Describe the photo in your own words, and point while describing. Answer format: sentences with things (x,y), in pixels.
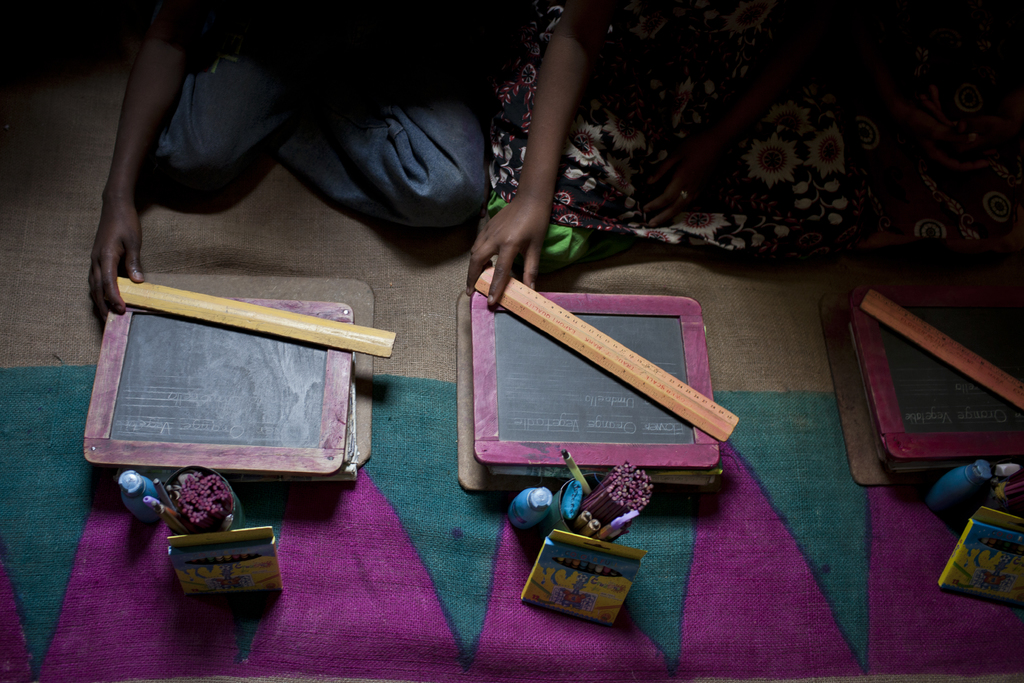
In this picture we can see slates (662,425), clipboards (852,433), crayon boxes (596,550), pen stands (571,530), wooden scales (551,303) and some objects (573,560) on the cloth (119,536). At the top of the image (303,105), there are three persons (609,155) sitting.
